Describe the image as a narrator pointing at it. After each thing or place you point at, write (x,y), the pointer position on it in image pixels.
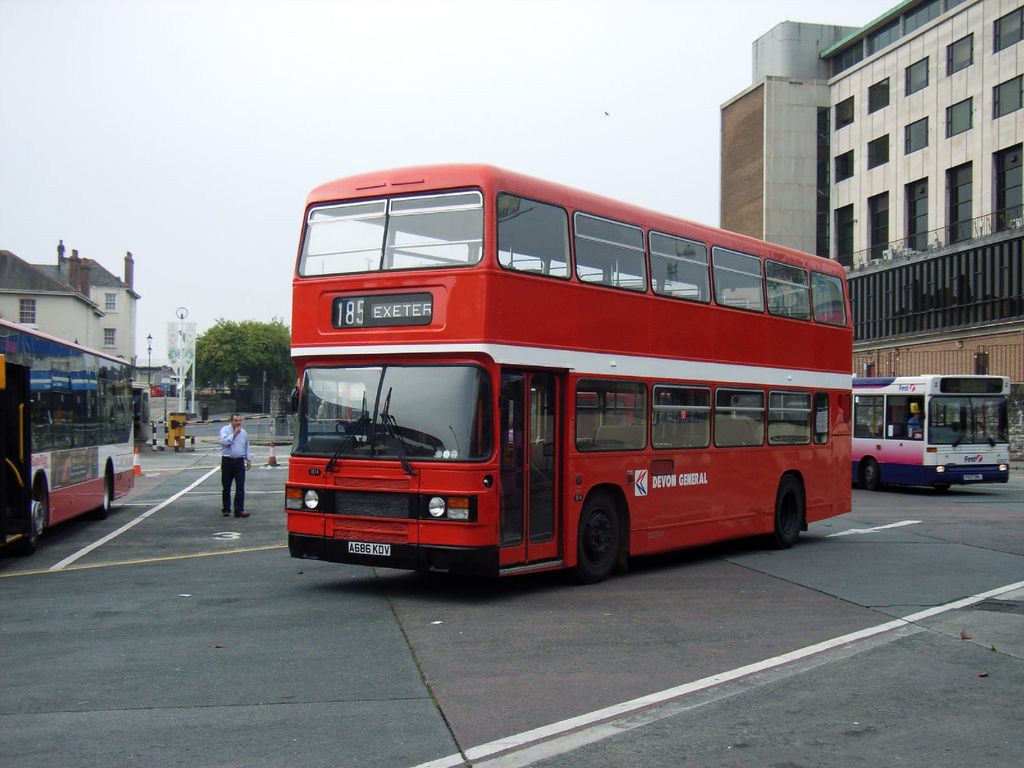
In this image there are buses (472,529) on the road (338,595). There is a person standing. In the background of the image (1008,86) there are buildings (972,51), trees (212,344), lamp posts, poles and traffic cones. At the top of the image (334,112) there is sky (331,160).
